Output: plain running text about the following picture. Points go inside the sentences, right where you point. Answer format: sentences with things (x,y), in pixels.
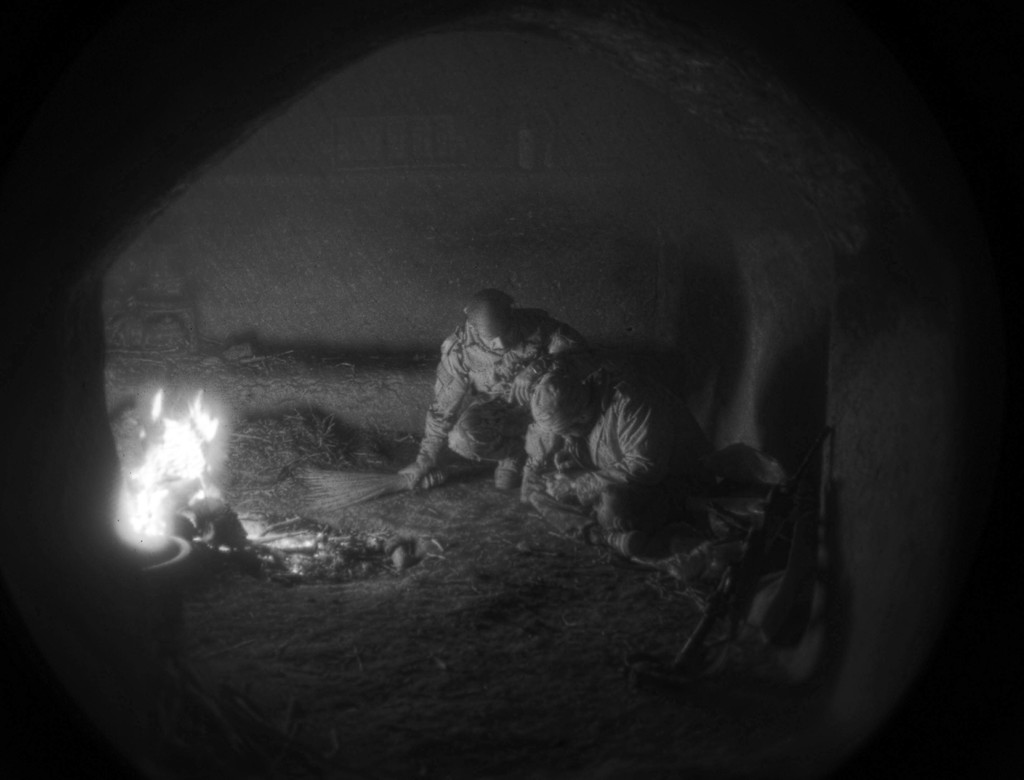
In this given image, We can see the fire (212,432), a broomstick (367,491), and two persons (536,401) in crouch/kneel position after that, We can see a wall (426,156).
